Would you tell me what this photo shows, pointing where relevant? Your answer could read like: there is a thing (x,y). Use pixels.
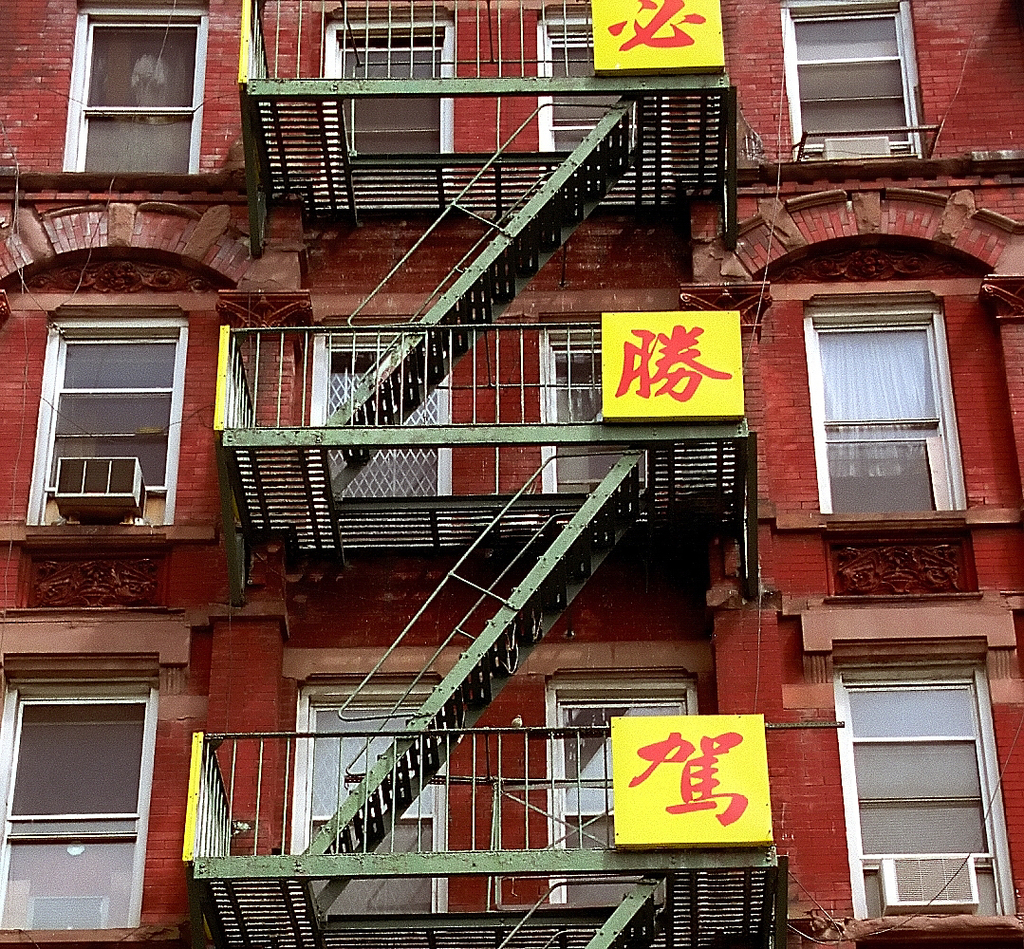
There is a building (287,388) and it has a lot of windows (385,135) and in front of the windows (550,110) there are stairs (523,218) constructed and attached to the balcony (509,198) of each floor (464,748).
